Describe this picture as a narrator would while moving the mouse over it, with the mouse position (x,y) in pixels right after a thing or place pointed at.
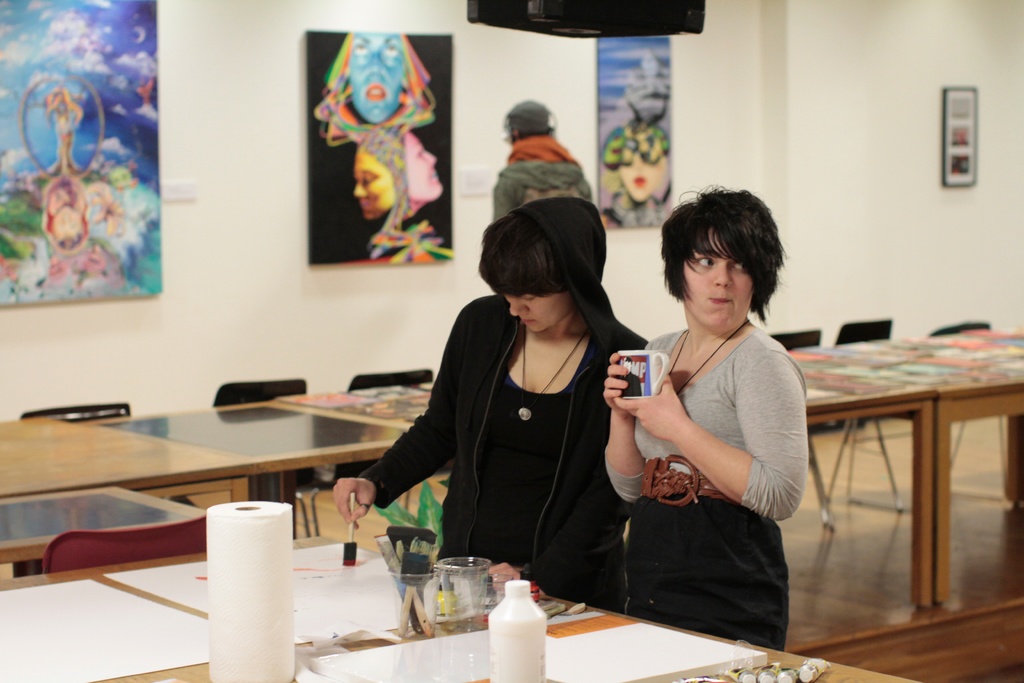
In this image there are three persons (739,349), one is standing and holding a cup (625,379) and other person (531,356) is standing and painting. There are sheets (140,601), tissues (246,586), glass (463,571), brushes (349,538), bottle (526,651) on the table (643,651), at the back (132,207) there are paintings (39,61) on the wall (193,76).
